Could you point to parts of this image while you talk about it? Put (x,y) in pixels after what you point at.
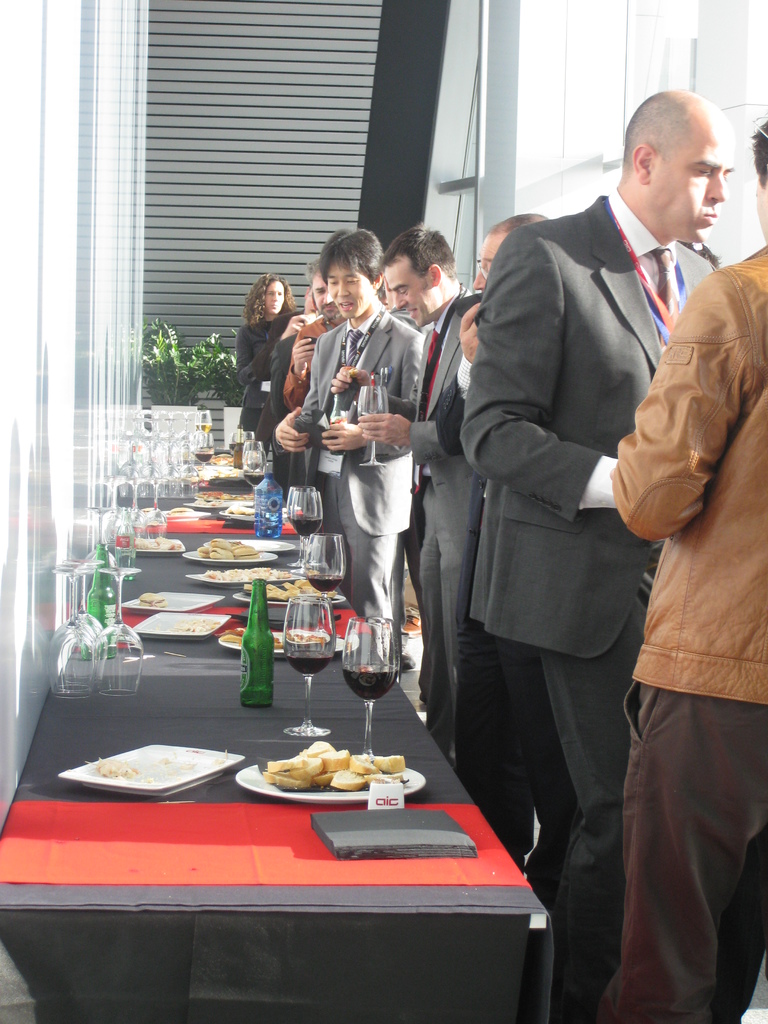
This is a picture taken in a hotel, there are a group of people (503,456) standing on the floor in front of the people (454,451) there is a table (186,587) which is in black color on the table (159,673) there is a bottle (260,674), glass (294,663), plate (312,794). Background of this people (324,450) there is a window glass (529,112).
